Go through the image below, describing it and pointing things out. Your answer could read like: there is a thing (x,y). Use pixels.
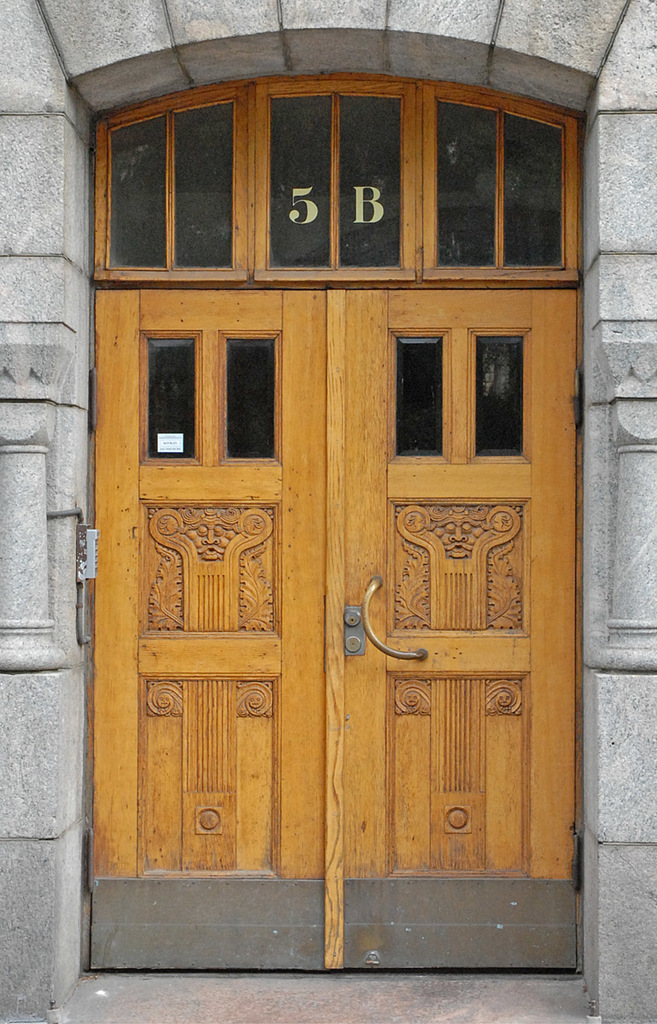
In the picture there is a door (275,819) of a house (71,907) and it is written as 5 B on the door (253,310).
